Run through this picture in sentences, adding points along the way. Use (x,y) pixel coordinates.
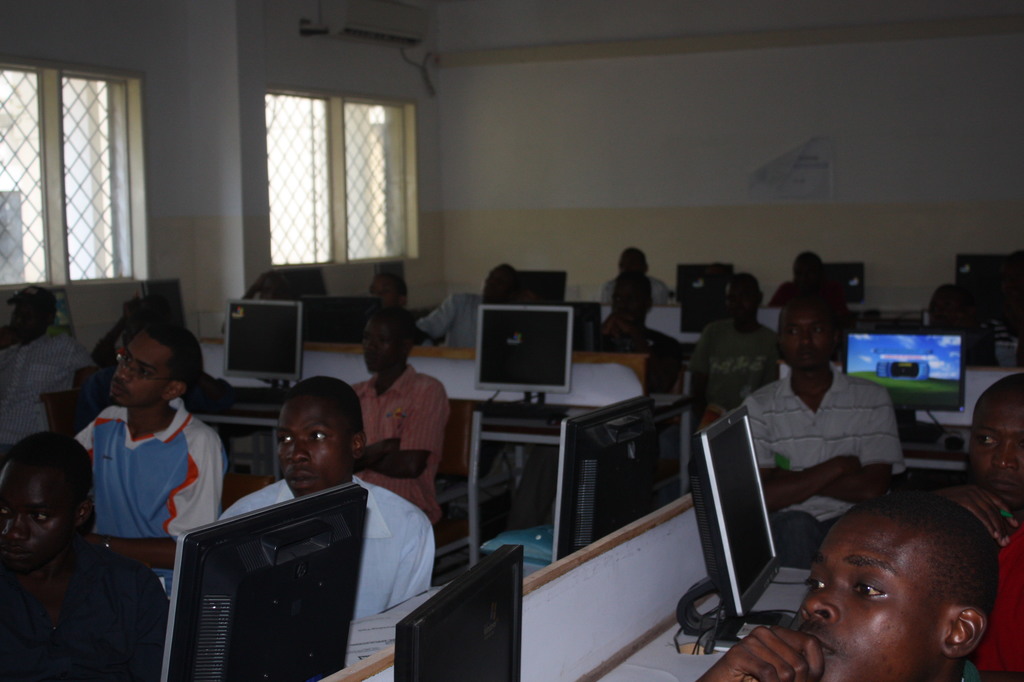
In this image we can see people (997,477) are sitting on the chairs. There are tables (582,638), monitors (417,655), and few objects (367,654). In the background (536,185) we can see windows (117,124), poster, and wall (448,254).
